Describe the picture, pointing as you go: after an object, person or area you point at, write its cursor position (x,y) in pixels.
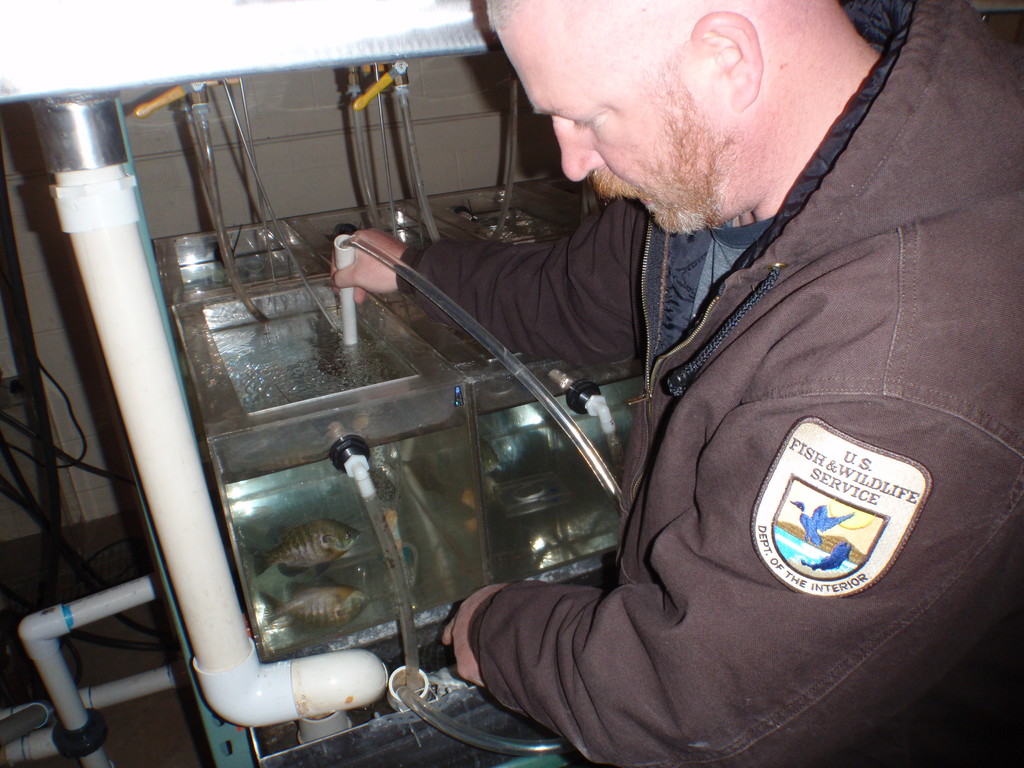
In this image there is a man (828,389) standing. He is holding a pipe (389,263). In front of him there are aquariums (361,389). There are fishes (310,568) in the aquarium (310,585). There are pipes (138,335) and cables wires (51,429) beside the aquarium (216,446). In the background (428,103) there is the wall (262,127).
